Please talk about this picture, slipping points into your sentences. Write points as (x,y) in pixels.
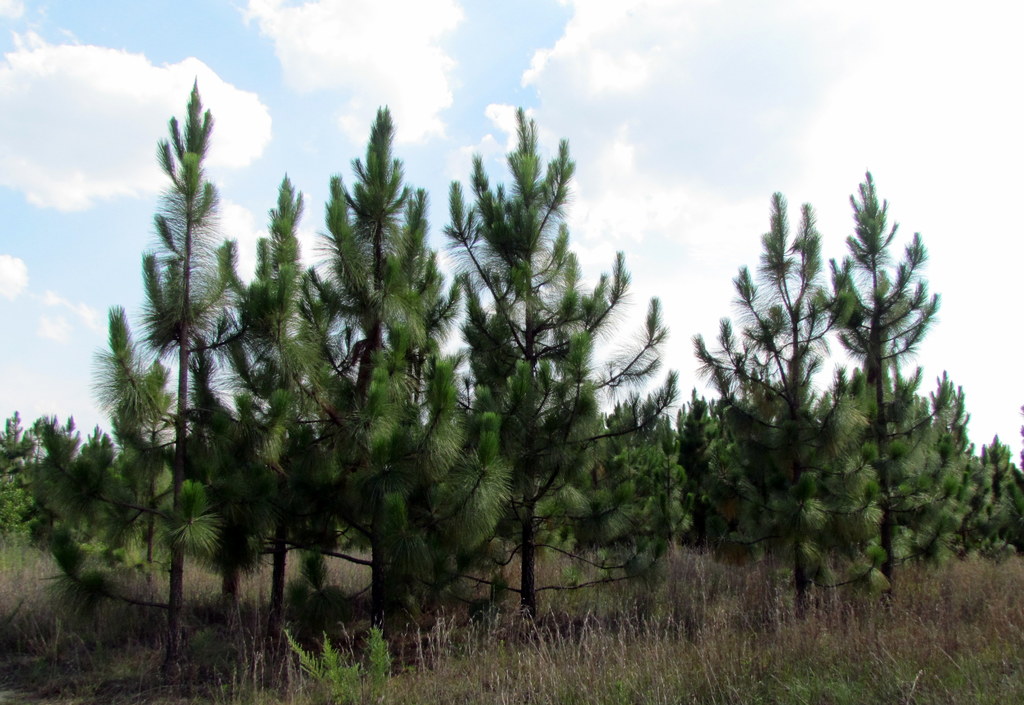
In this image there is the sky (104,28), there are clouds (624,74) in the sky (509,83), there are trees (540,389), there are trees (983,456) truncated towards the right of the image (1003,470), there is tree (26,474) truncated towards the left of the image (25,442), there are plants (249,637) truncated towards the bottom of the image (705,667).
